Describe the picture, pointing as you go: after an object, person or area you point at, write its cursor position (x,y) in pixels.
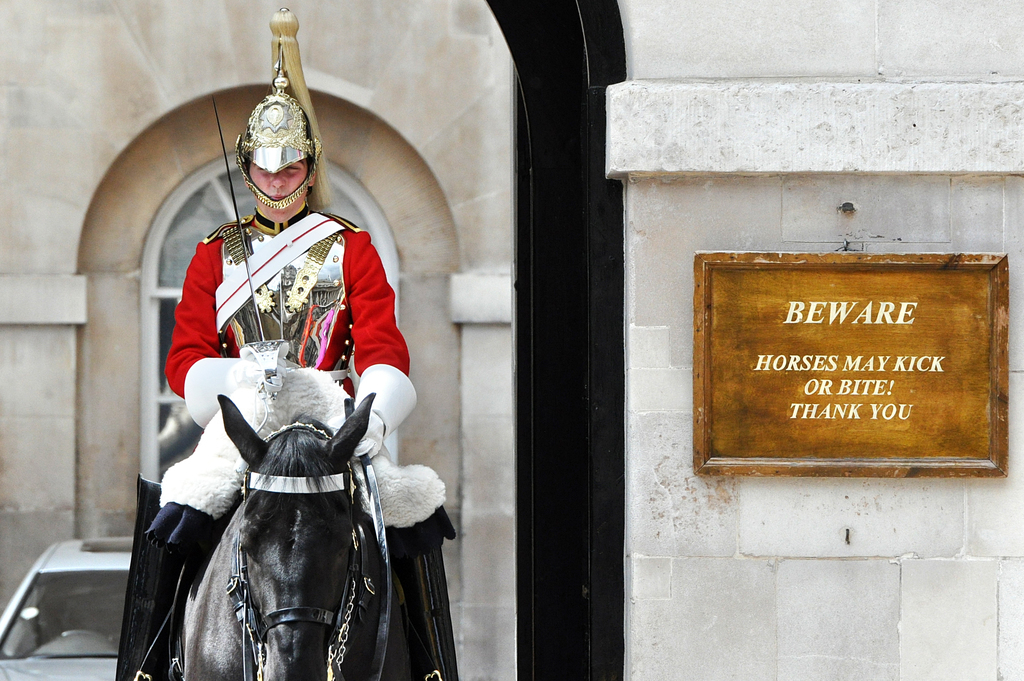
In this image at front (775,341) there is a name board (818,458). At the center (398,365) there is a person (241,283) sitting on the horse (218,643). Behind him there is a car (76,570). At the back side (83,140) there is a wall (80,251).
